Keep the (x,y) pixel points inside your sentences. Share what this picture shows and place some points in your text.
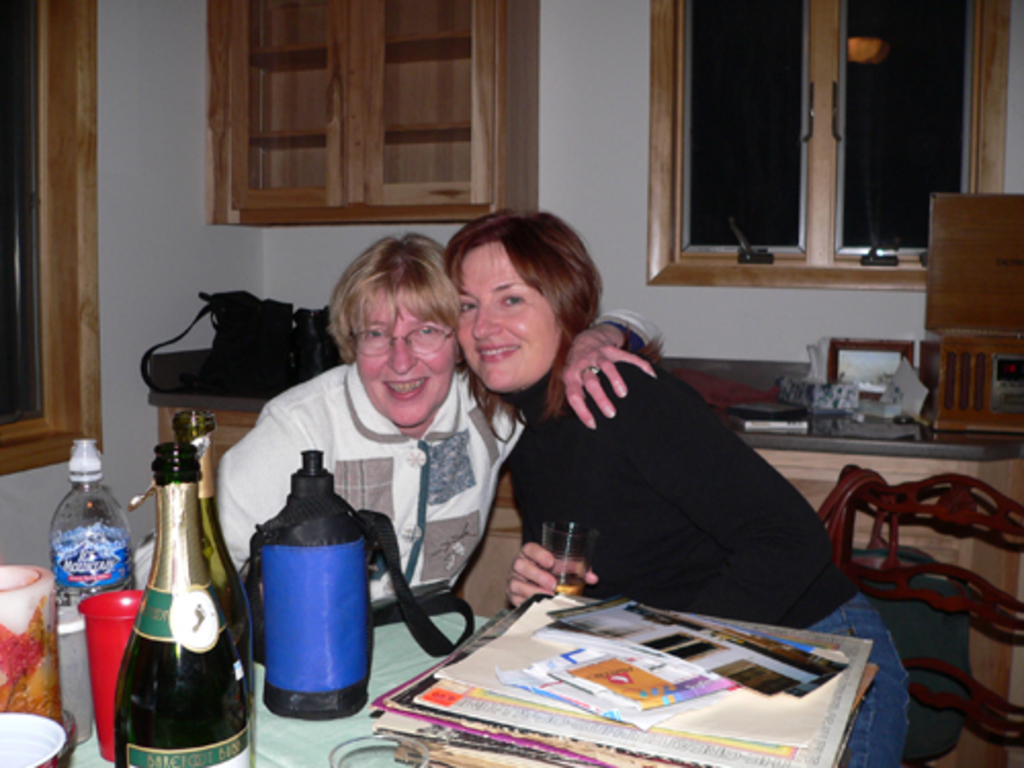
In this picture we can see two woman (651,362) sitting on chair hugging each other and smiling and this woman (601,542) holding glass (572,535) in her hand (535,573) and in front of them we have table (423,653) and on table (360,736) we can see bottle (154,589), glass (95,654), books (481,684) and papers (520,689) and in background (254,114) we can see cupboard (350,139), window (818,170), bag (255,322), wall (182,328).
